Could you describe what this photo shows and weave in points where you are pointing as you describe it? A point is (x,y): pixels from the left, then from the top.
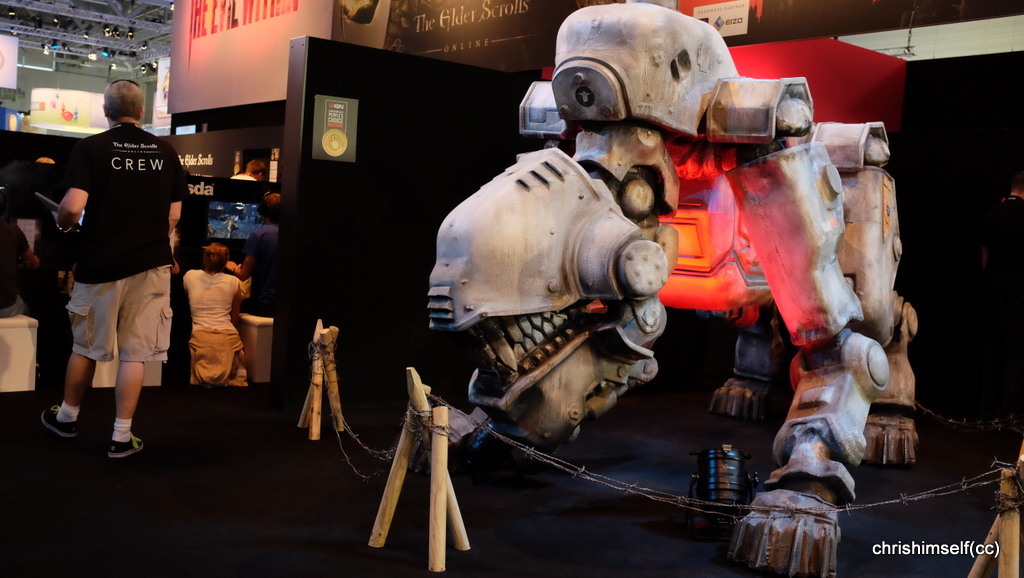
In this image in the center (631,260) there is a machine (581,272). On the left side (123,301) there are persons (112,283) sitting, walking and standing and there are banners (228,58) with some text (192,163) written on it.
